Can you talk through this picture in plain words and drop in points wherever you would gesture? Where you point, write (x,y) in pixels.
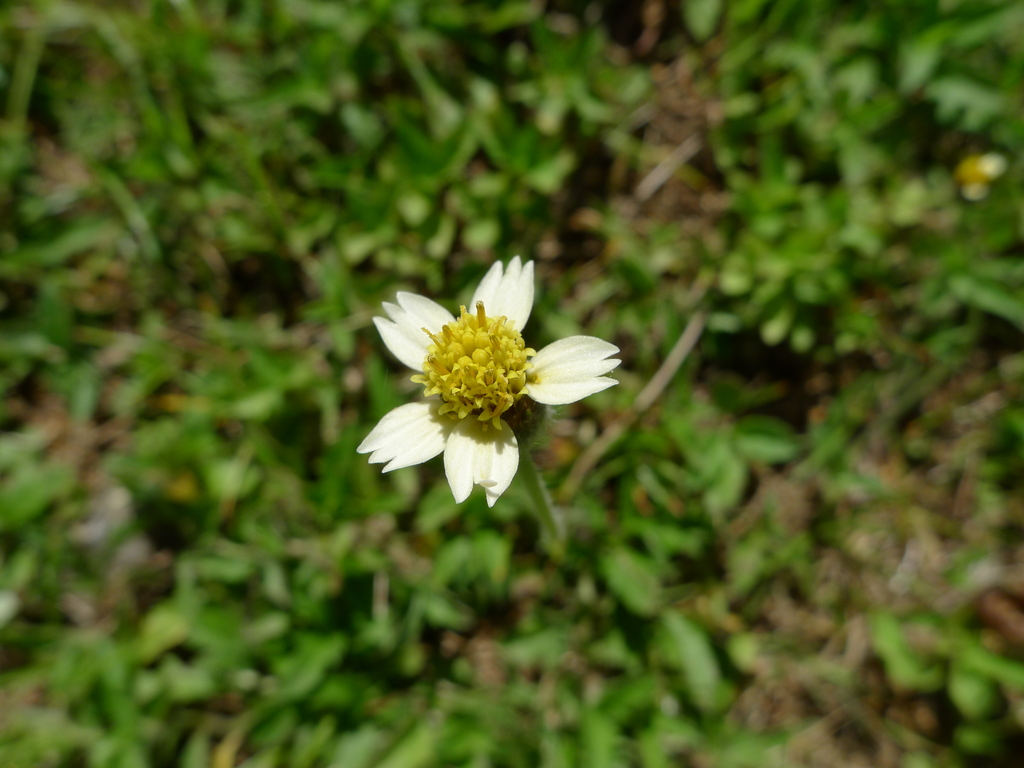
In the center of the image (467,398) there is a flower (461,390). In the background (404,701) we can see grass (786,577).
